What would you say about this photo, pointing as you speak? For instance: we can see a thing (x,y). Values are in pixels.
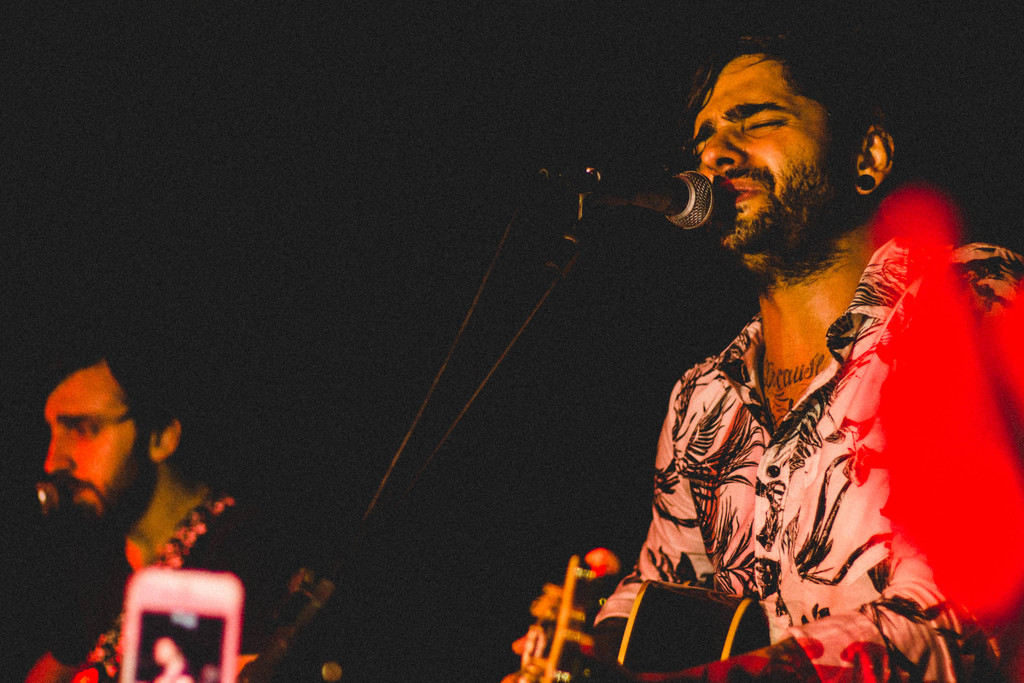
Here in the right side (860,58) we can see a person (809,107) singing a song with a microphone (611,204) in front of him playing some musical instrument (696,588) and beside him there is also a person (74,354) with a microphone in front of him and here we can see a mobile phone (147,575).
